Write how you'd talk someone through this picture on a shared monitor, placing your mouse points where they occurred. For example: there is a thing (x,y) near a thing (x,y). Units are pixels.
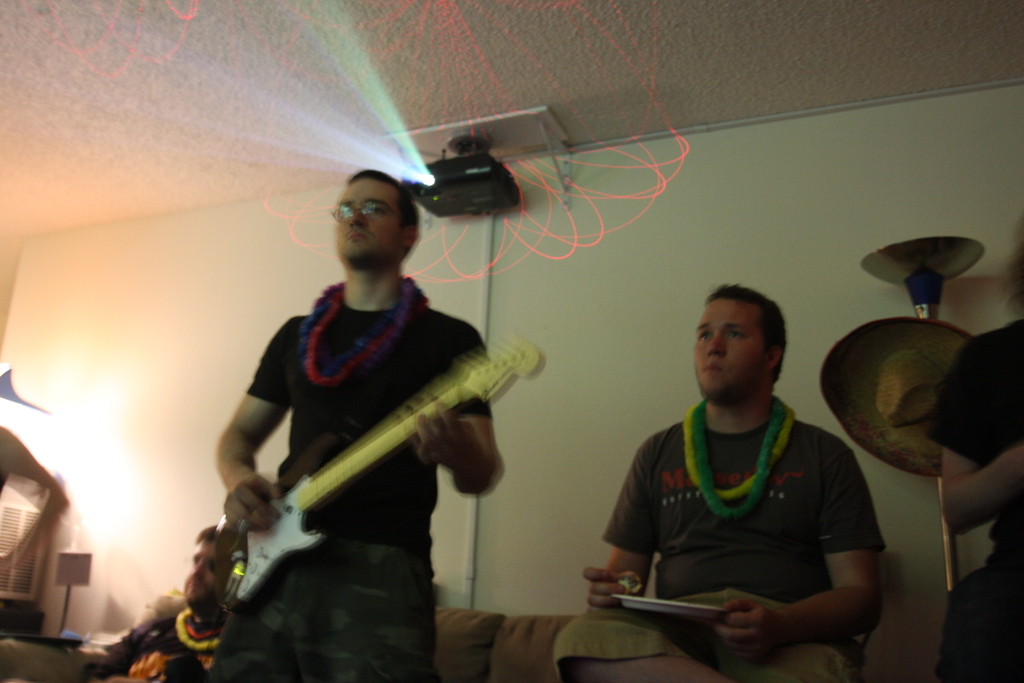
In this image I can see number of people (834,460). I can see one man (320,377) is playing guitar (514,366). In the background (452,205) I can see a projector (470,187).
